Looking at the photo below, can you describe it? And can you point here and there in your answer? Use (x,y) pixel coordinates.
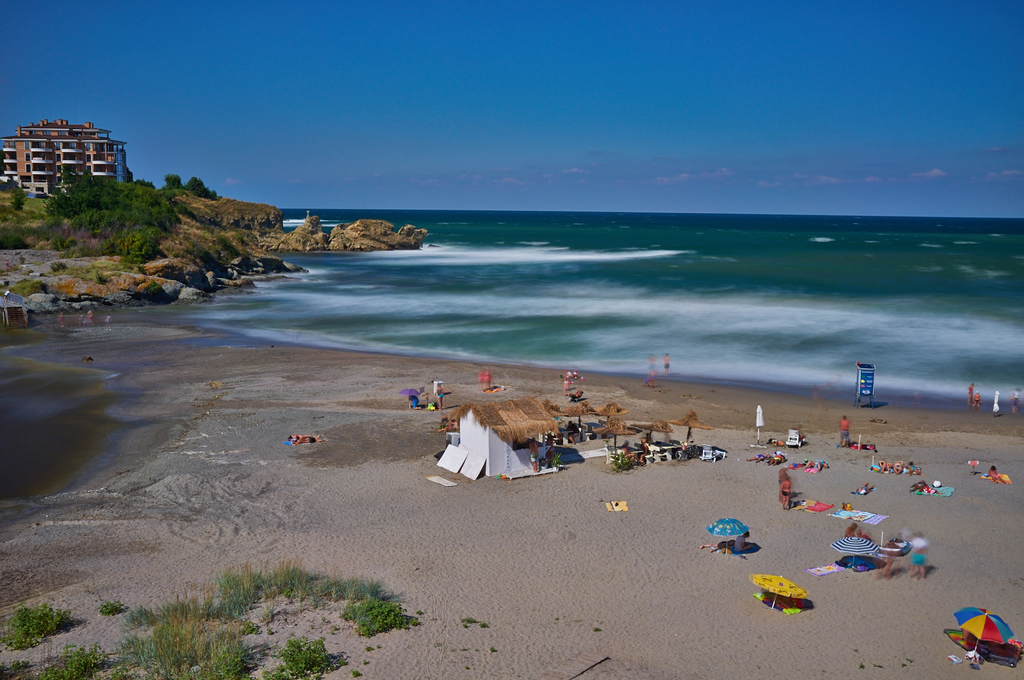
This picture is taken on the seashore (497,517). In this image, on the right side (794,592), we can see umbrellas (989,635) and few people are lying on the mat (947,486) and a group of people (911,542) are standing. In the left corner (47,641), we can see a land (25,654). In the middle of the image (469,437), we can see a hut (530,435), umbrella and a group of people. In the background (56,224), we can see some rocks (290,237), trees (134,228), plants (171,222), building (4,169). At the top (395,44), we can see a sky (499,129), at the bottom (338,537), we can see water (689,339) in an ocean (687,343) and a sand (325,523) with some stones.
